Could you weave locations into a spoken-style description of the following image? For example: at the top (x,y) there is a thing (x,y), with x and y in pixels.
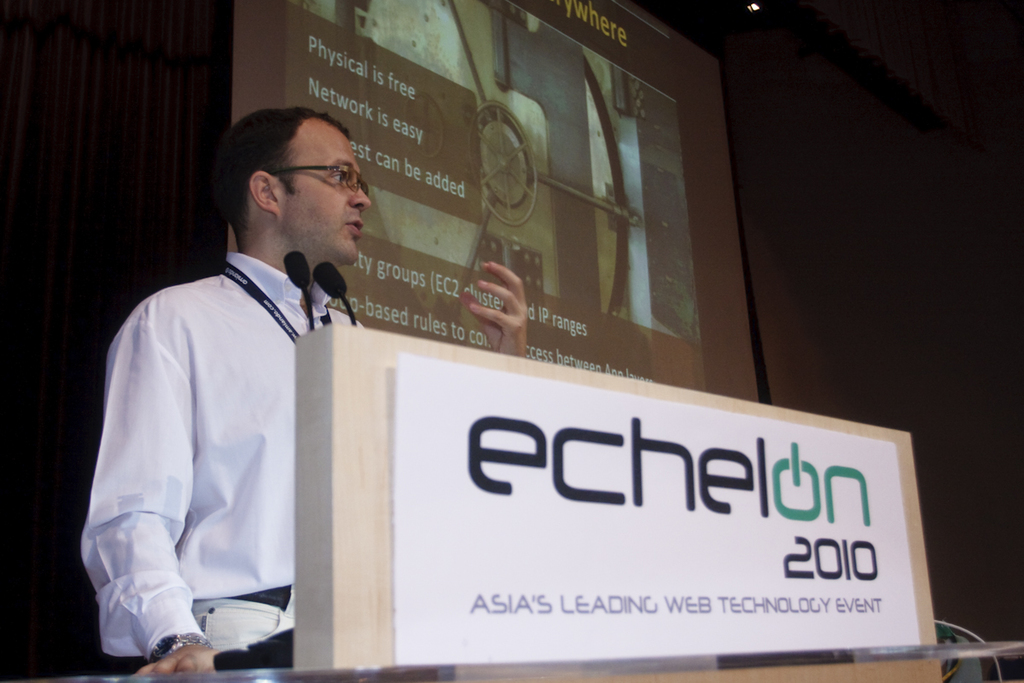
In this image there is a person (219,440) standing on the dais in front of the mic (299,277) is delivering a speech, behind the person (300,203) there is a screen (410,278), in front of the person (223,324) on the dais (686,482) there is a name board (593,552).
